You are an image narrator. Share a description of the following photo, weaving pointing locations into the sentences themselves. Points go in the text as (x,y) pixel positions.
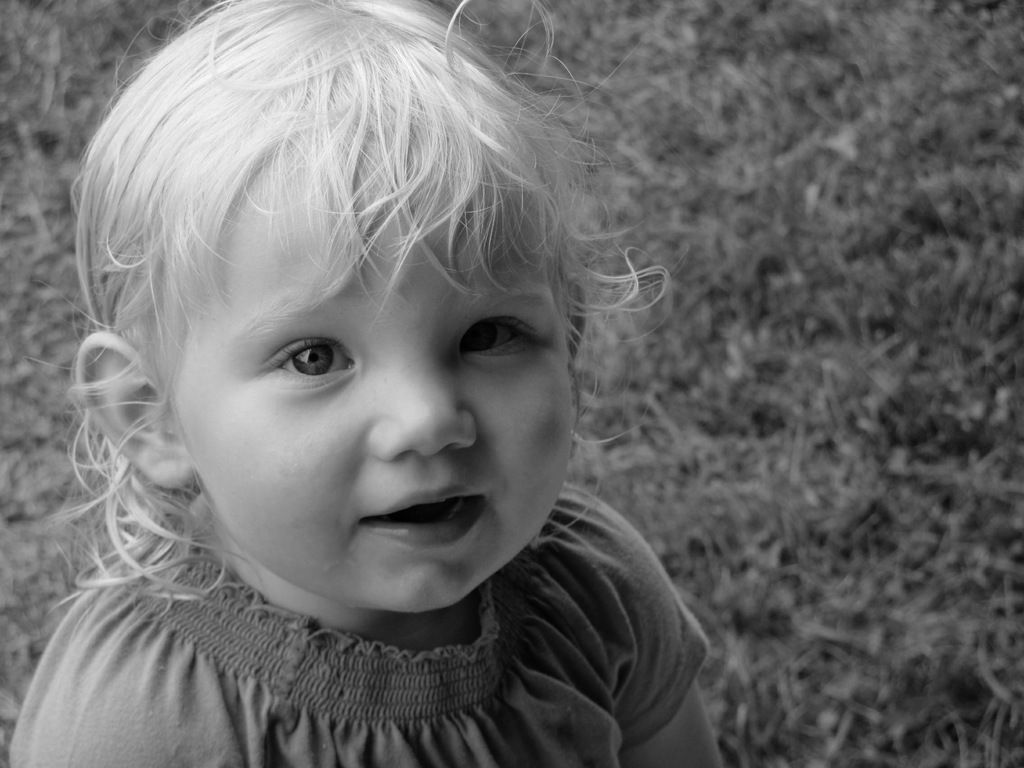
In this image, a kid (419,663) is smiling and seeing. Background (10,592) there is a grass (719,536).
